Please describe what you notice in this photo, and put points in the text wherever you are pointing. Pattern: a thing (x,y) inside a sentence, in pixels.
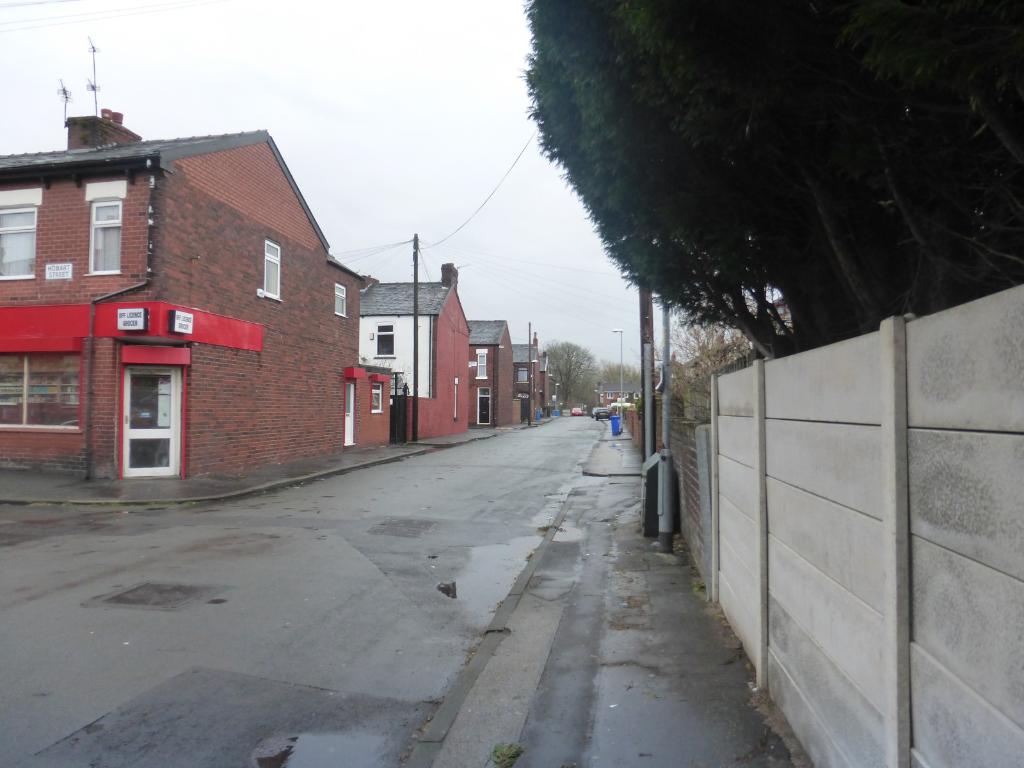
In this image we can see some houses (435,320) with roof (426,311), windows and name boards (142,321). We can also see a pole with some wires (483,203), a street pole (622,420), a container (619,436), some vehicles (605,411) on the road (451,575), a fence (716,540), a group of trees (735,225) and the sky (501,116) which looks cloudy.
